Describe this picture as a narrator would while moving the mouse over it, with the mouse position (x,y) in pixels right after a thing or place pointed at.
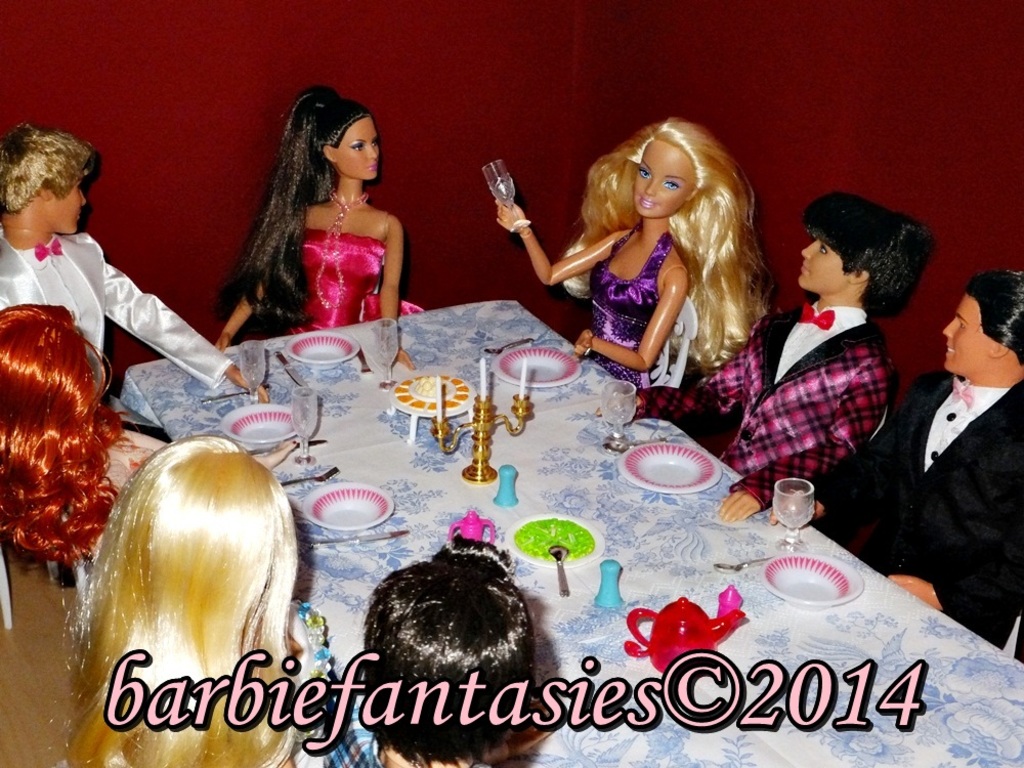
In this image there are toys (396,297). They are sitting on the chairs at the table (665,543). On the table (658,557) there are plates (647,479), glasses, cutlery (327,477), food (537,536) and a candle holder (493,417). Behind them there is a wall (402,54). At the bottom (427,706) there is text (466,701) on the image.
